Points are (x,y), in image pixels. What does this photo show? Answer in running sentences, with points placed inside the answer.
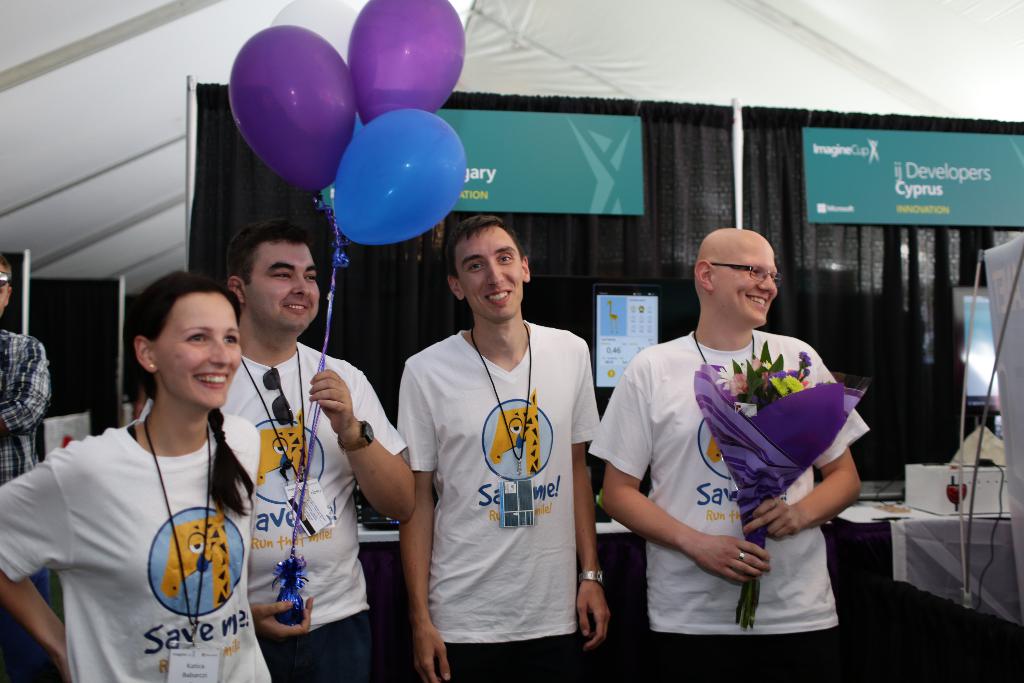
In this image we can see a few people (340,470) standing, among them two (750,682) are holding the objects (289,598), behind them, we can see the curtains (214,112), screen (604,317) and boards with some text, also we can see some objects (909,498) on the table (907,525).
